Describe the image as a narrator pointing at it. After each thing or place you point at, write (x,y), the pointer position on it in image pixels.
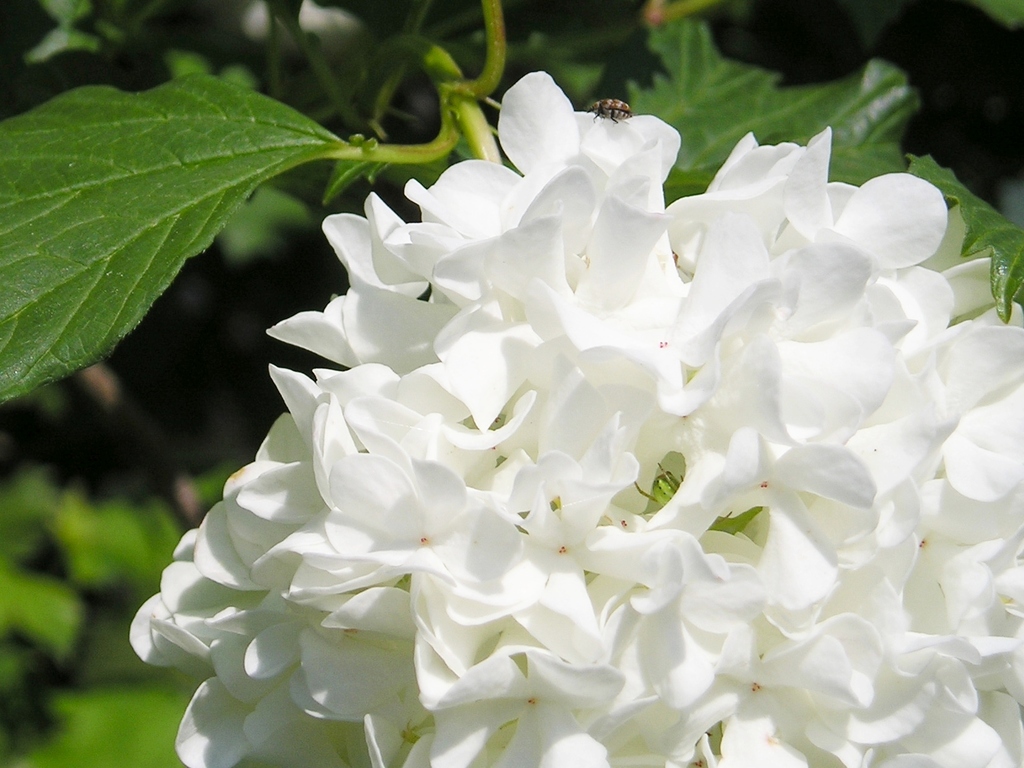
In this image there are some flowers (632,565) at middle of this image (571,347) is in white color. and there are some leaves (144,181) in the background (461,30) and there is one insect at top of this image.
